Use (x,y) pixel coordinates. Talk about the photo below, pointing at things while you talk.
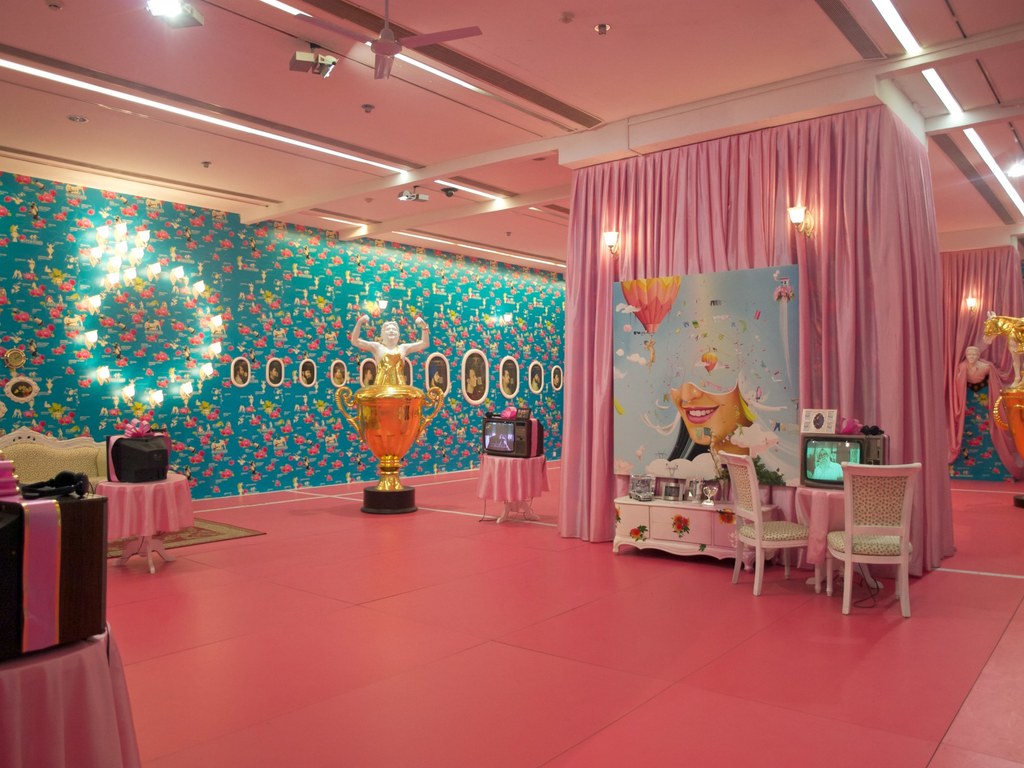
In this picture, we can see the inner view of the room (687,307), we can see the floor (256,734) with a carpet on it, and we can see some objects (873,516) on the floor (159,559) like chairs (883,529), tables (125,539), golden prize cup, we can see some objects (838,444) on the tables (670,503) like television (853,435), and we can see the wall (279,407) with some design (383,286) and lights (112,278) on it, we can see the curtains (566,391), posters (796,437), lights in the middle of the floor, we can see the roof (593,26) with lights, fans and some objects (853,32).
